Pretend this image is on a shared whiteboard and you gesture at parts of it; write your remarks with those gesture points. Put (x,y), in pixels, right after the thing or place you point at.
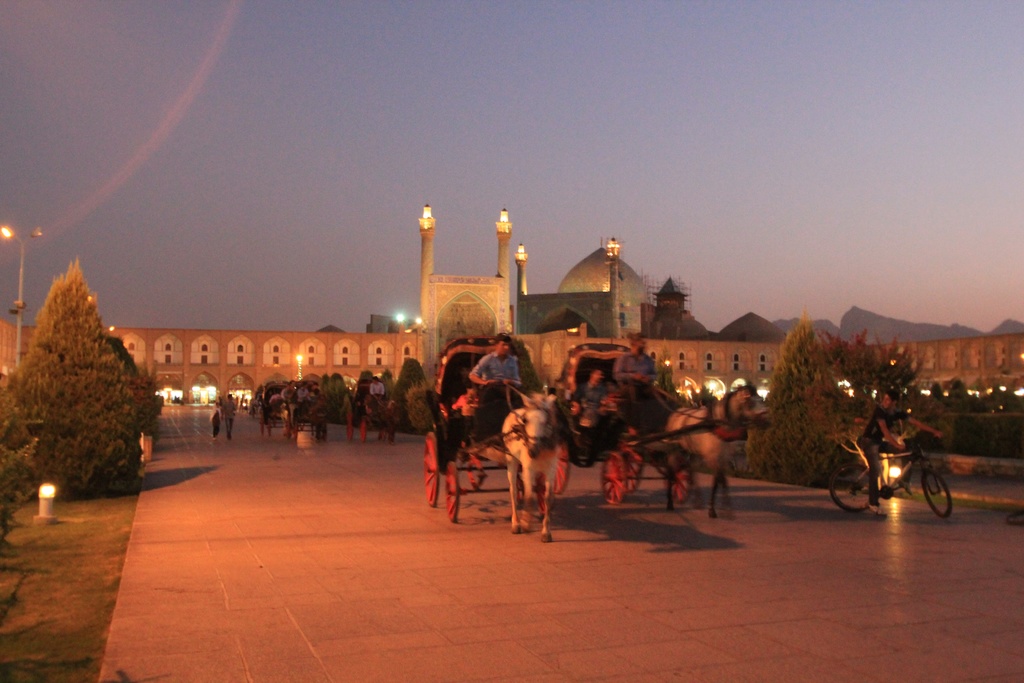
In this image I can see a path (294,512) in the centre (344,447) and on it I can see few horse carts (630,440) and people (634,387). I can also see few people (457,396) are sitting on these carts (506,407) and on the right side (905,427) I can see one person (883,419) is sitting on a bicycle (919,476). On the both side of the path (457,665) I can see number of trees (83,423). In the background (192,357) I can see a building (953,369), number of lights (197,397) and the sky (336,204). On the left side of this image (21,277) I can see a pole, few lights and I can also see few more lights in the front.
